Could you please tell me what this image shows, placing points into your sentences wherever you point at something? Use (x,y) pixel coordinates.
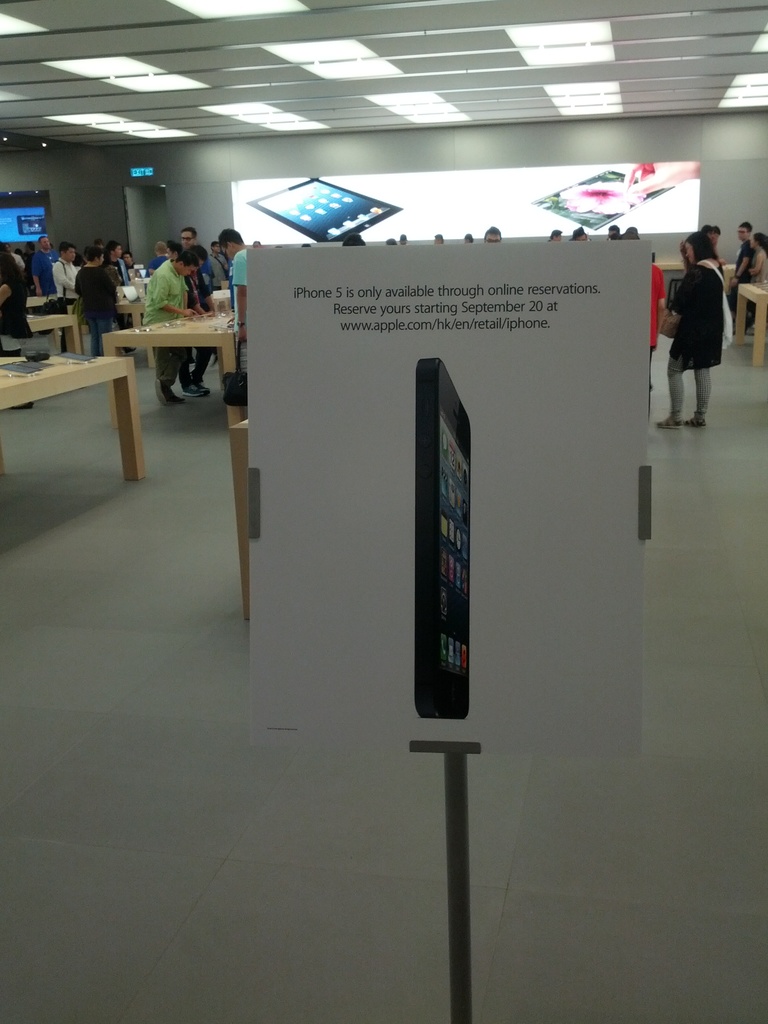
On the poster (452,482) there is a mobile phone (452,495) in the front (434,480). At the back of poster (502,248) there are some tables (183,326), and some people (73,247) are standing. In the background (243,200) there is a screen (313,219) with tablets (349,201) in it. And to the left side (153,206) there is a door (140,216). On the top (556,65) there are some lights (121,118).
